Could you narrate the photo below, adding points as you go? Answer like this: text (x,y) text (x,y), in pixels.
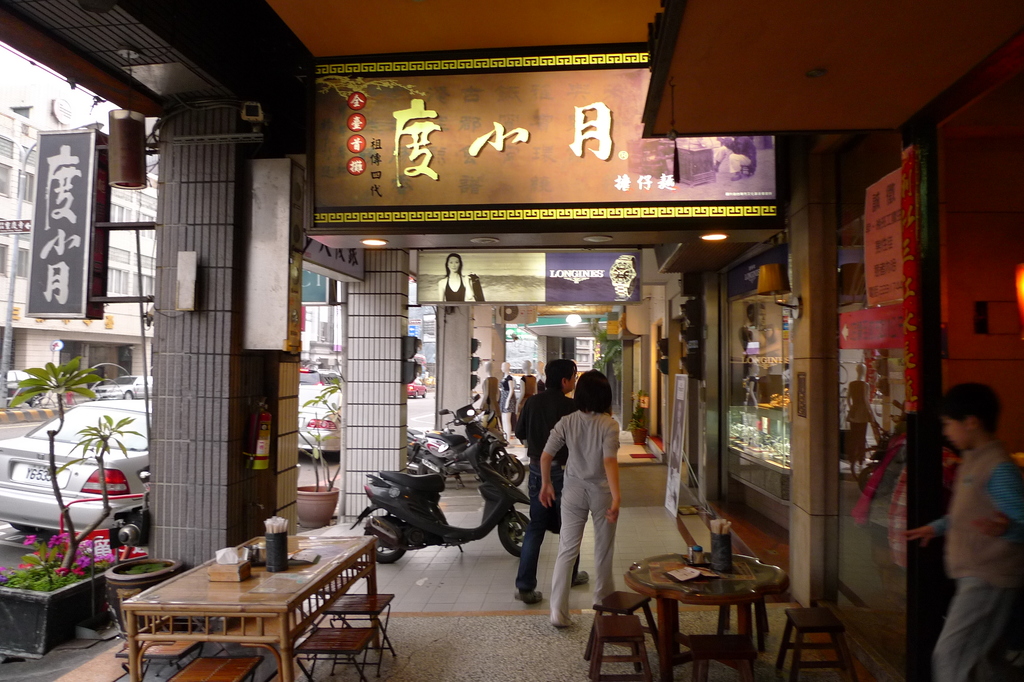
In this image I can see few persons (607,442) standing on the ground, few tables (302,578) with few chairs (327,633) around them, few boards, a flower pot (68,604) with a plant (66,547) and few flowers (86,556) which are pink in color. I can see few motorbikes (434,500) on the ground (469,522), few vehicles (86,471) on the road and few buildings (127,309).
